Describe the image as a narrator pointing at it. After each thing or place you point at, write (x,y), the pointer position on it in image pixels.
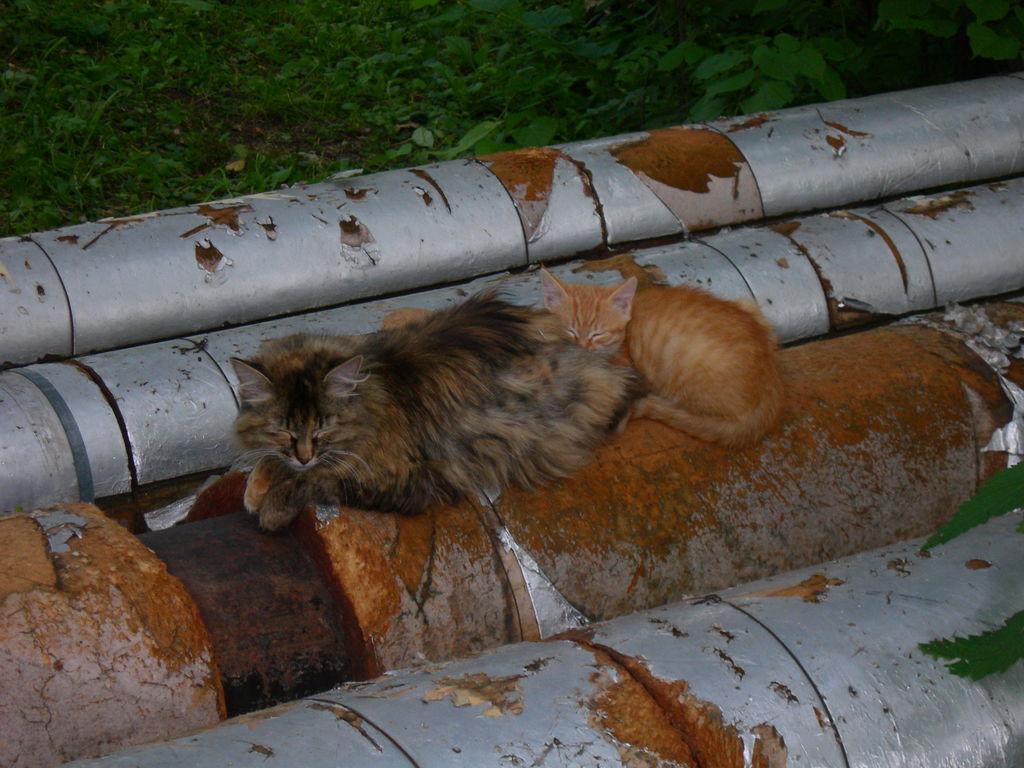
In this image we can see two cats (463,435) on the pole (691,491), there are some other poles (806,266) and also we can see some plants (532,134) on the ground (518,118).
